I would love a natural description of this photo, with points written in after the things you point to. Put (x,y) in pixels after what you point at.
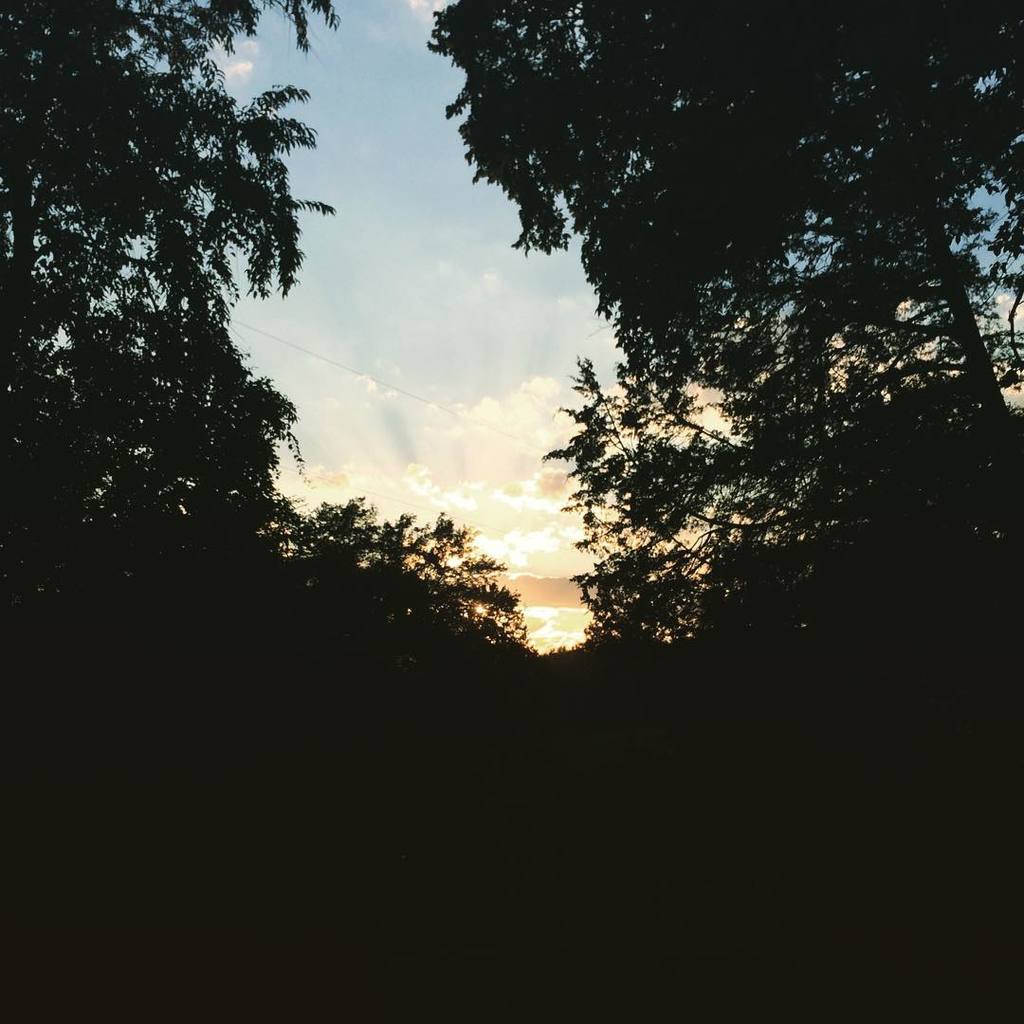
In this image, we can see trees (12,435) and in the background (457,243), there is sunset (436,365).
